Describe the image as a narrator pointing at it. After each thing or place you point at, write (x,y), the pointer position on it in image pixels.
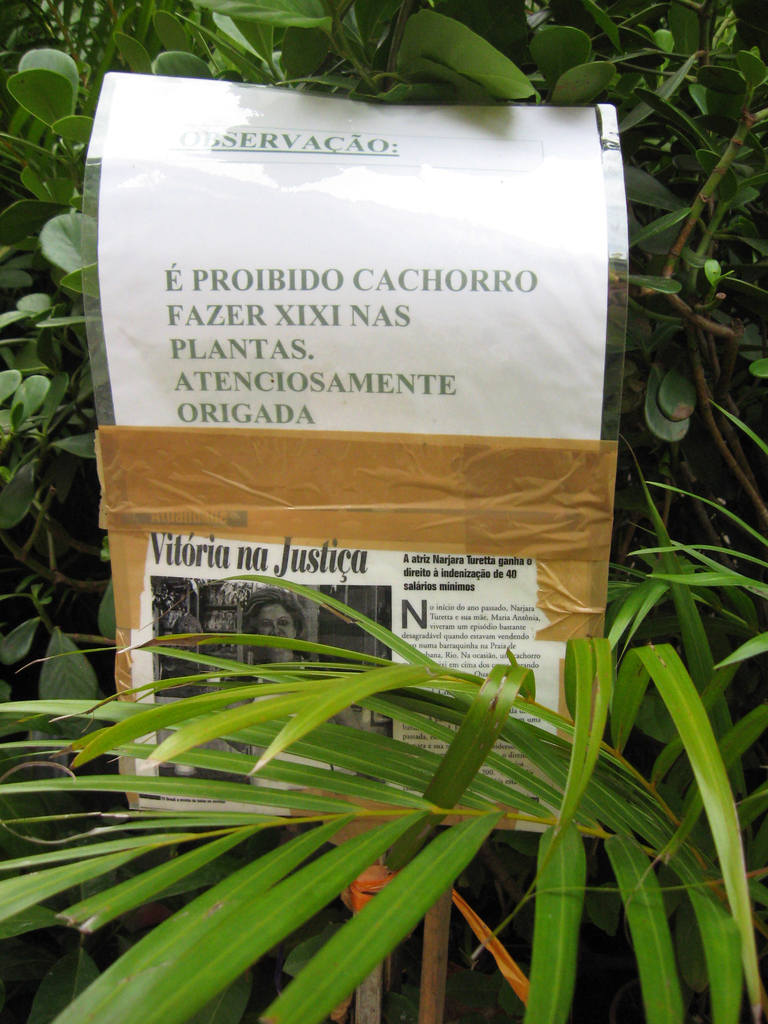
In the picture I can see plants (336,703) and a paper (425,617) in a cover (360,468). On this paper (440,639) I can see a photo (248,623) of a person (258,658) and something written on it.
